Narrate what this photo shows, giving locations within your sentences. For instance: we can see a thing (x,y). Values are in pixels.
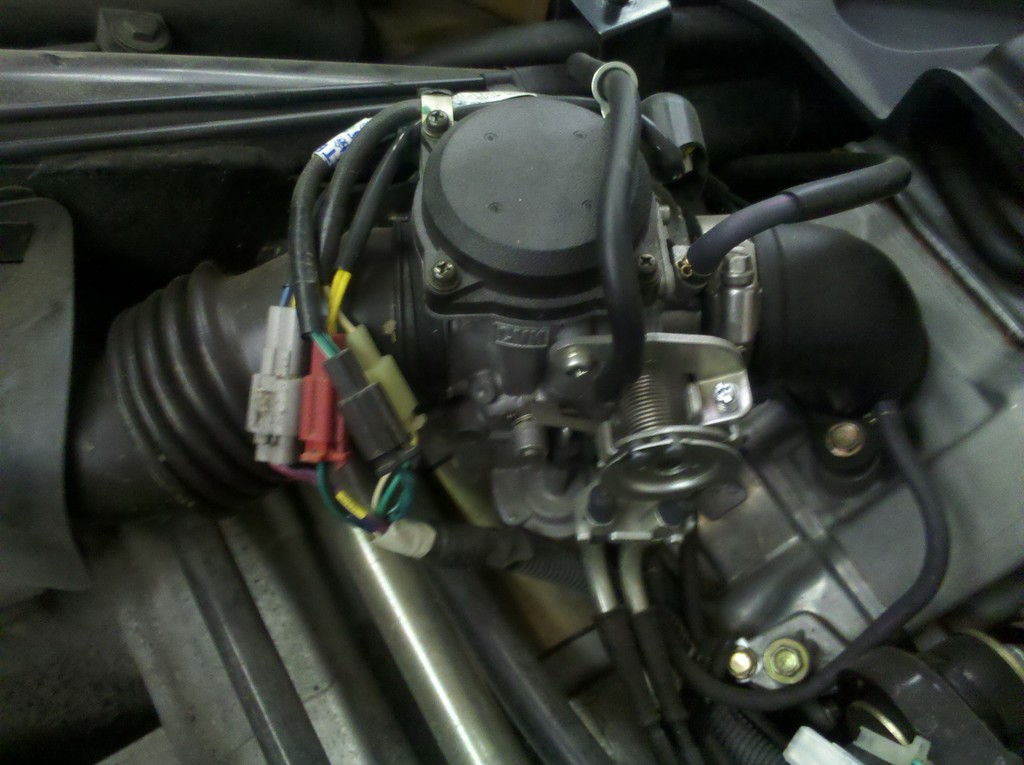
In this image we can see an engine (524,550) of a motorbike (217,602).
